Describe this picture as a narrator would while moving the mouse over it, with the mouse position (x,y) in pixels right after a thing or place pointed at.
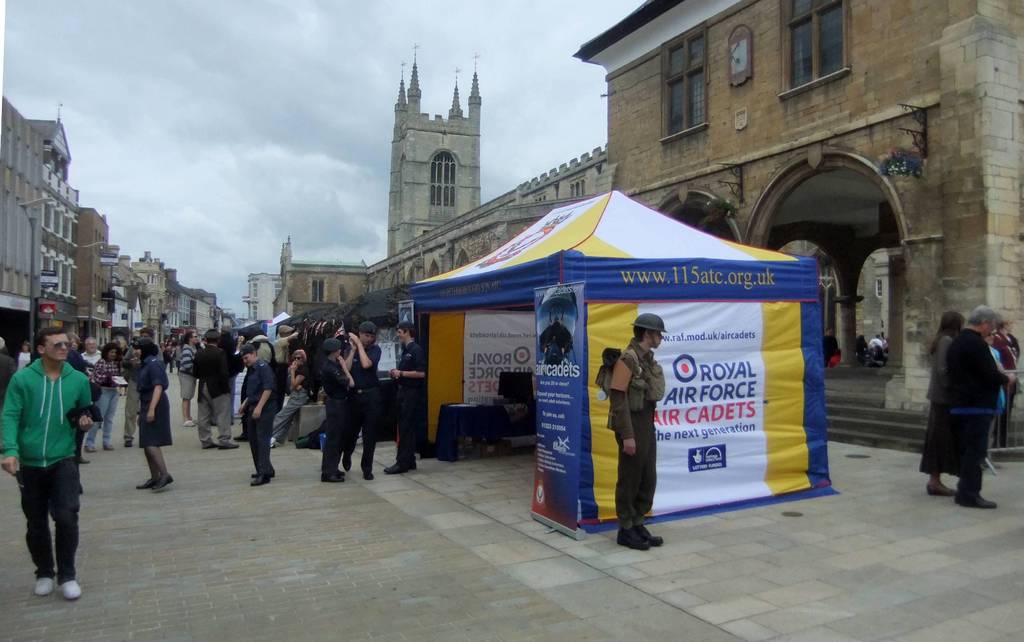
In this image I can see number of persons (146,425) are standing on the ground (127,451), few tents (510,329) which are white, yellow, blue and black in color, few buildings (146,297) and few stairs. In the background (299,127) I can see the sky (236,133).
